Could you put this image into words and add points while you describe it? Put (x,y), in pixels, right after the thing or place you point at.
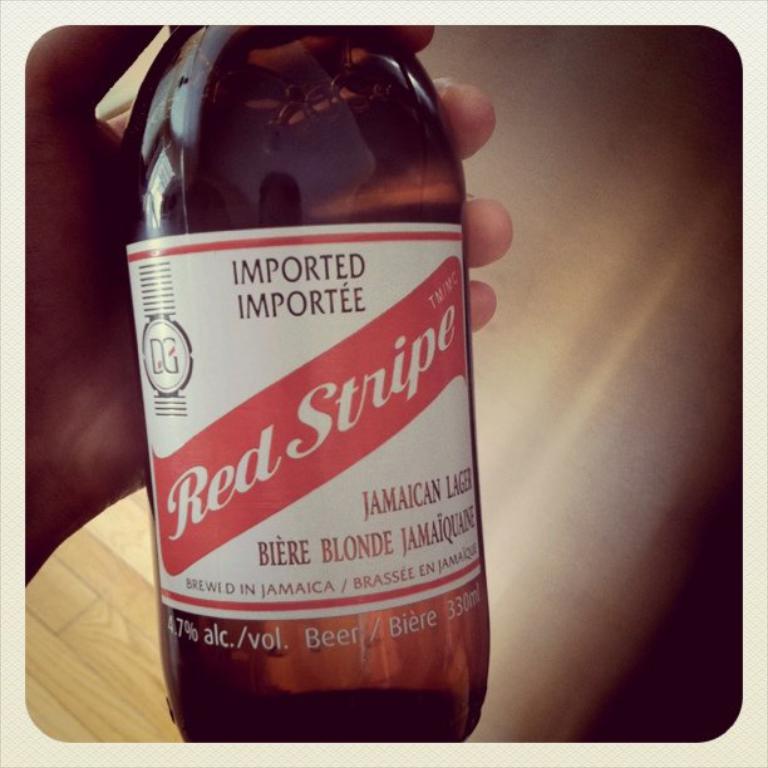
In this image I can see a hand (107,476) of a person (115,435) is holding a bottle (318,380). I can also see something is written over here.
